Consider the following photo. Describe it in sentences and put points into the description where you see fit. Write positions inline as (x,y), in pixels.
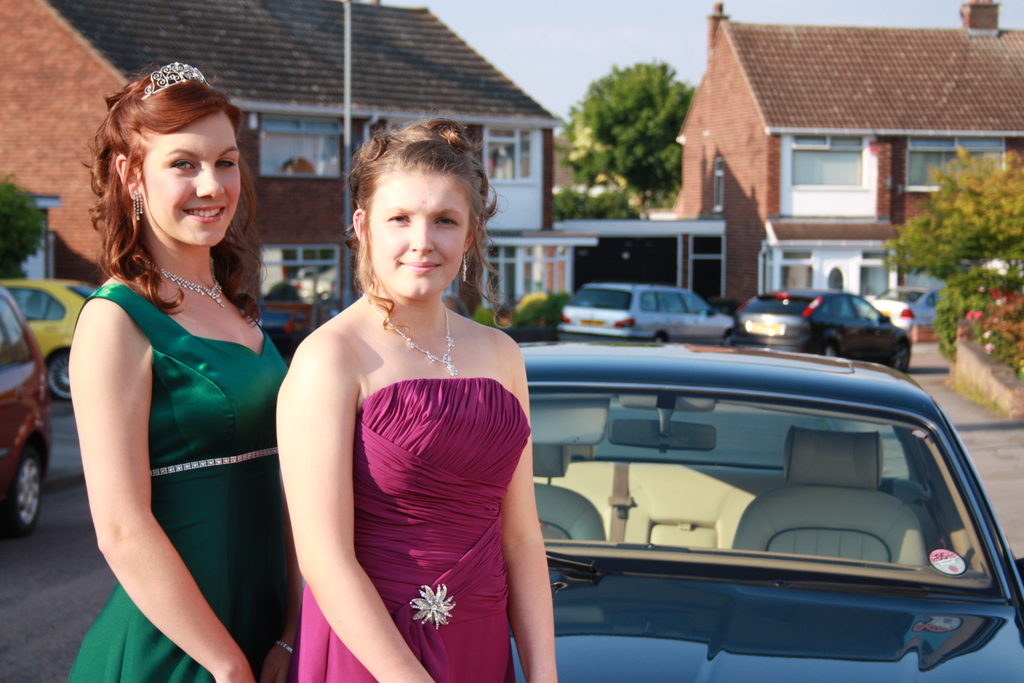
In this picture there is a woman (447,329) who is wearing red color dress (477,479) and necklace (403,334). Beside her we can see another woman (208,274) who is wearing a necklace (223,289), green color dress (230,458) and earrings (142,209). Both of them are standing near to the car (655,555). On the background (861,174) we can see buildings (875,280) cars (687,299), trees (586,186) and plants (584,202). On the top (606,30) there is a sky (600,4). On the right (1001,327) we can see plant (996,310).
